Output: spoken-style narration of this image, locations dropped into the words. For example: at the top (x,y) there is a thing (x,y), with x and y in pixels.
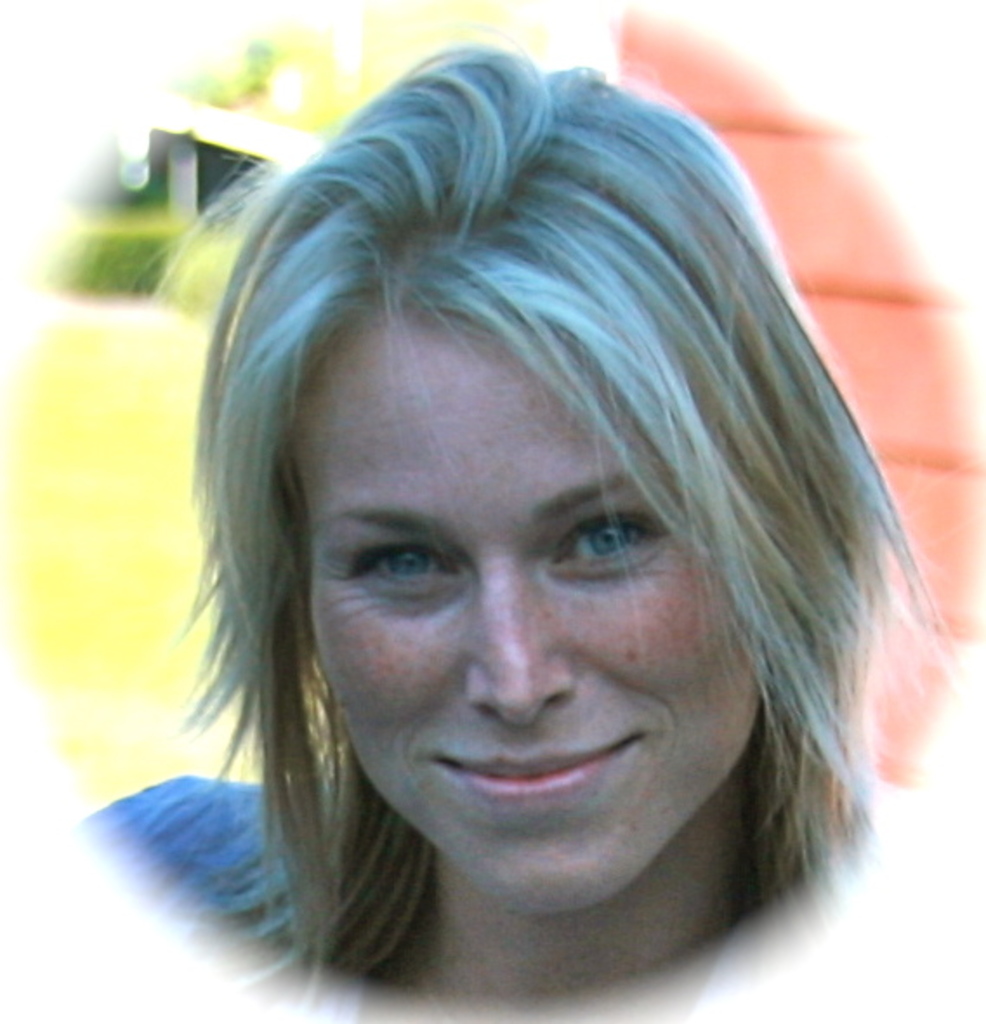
In the image there is a lady (446,663) smiling. Behind her there is a blur background (681,93) with a wall (685,79).
